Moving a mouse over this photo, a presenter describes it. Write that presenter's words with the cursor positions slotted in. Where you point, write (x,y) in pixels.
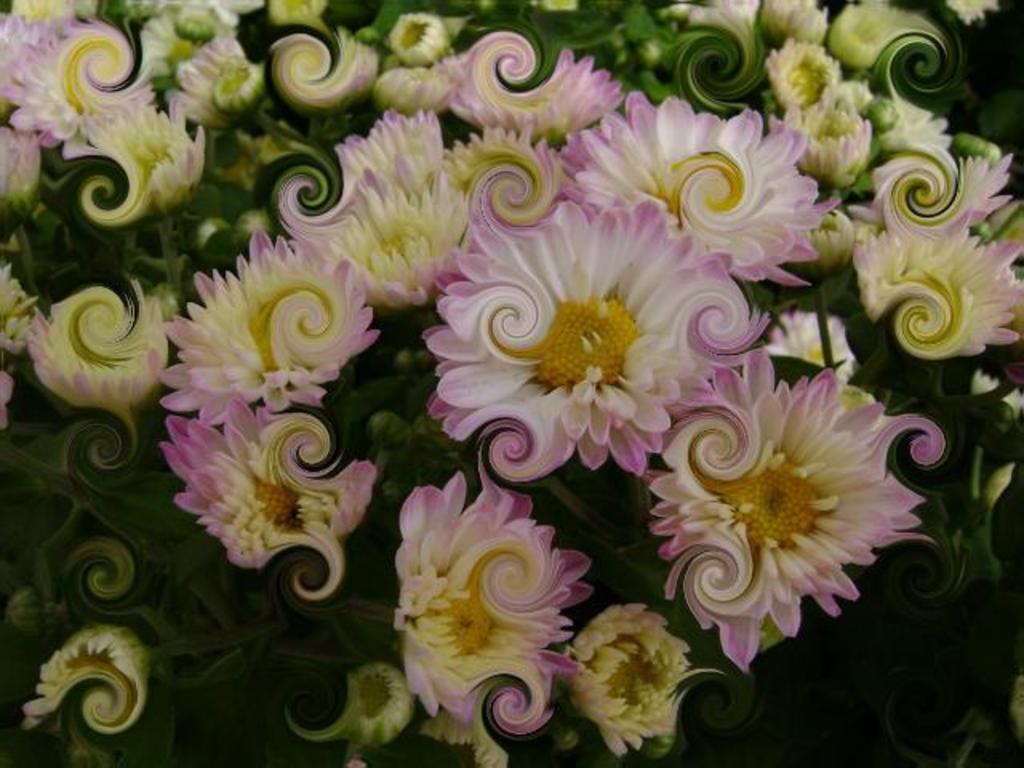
In this image I can see few flowers (677,338) which are cream, pink and yellow in color to the trees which are green in color.
